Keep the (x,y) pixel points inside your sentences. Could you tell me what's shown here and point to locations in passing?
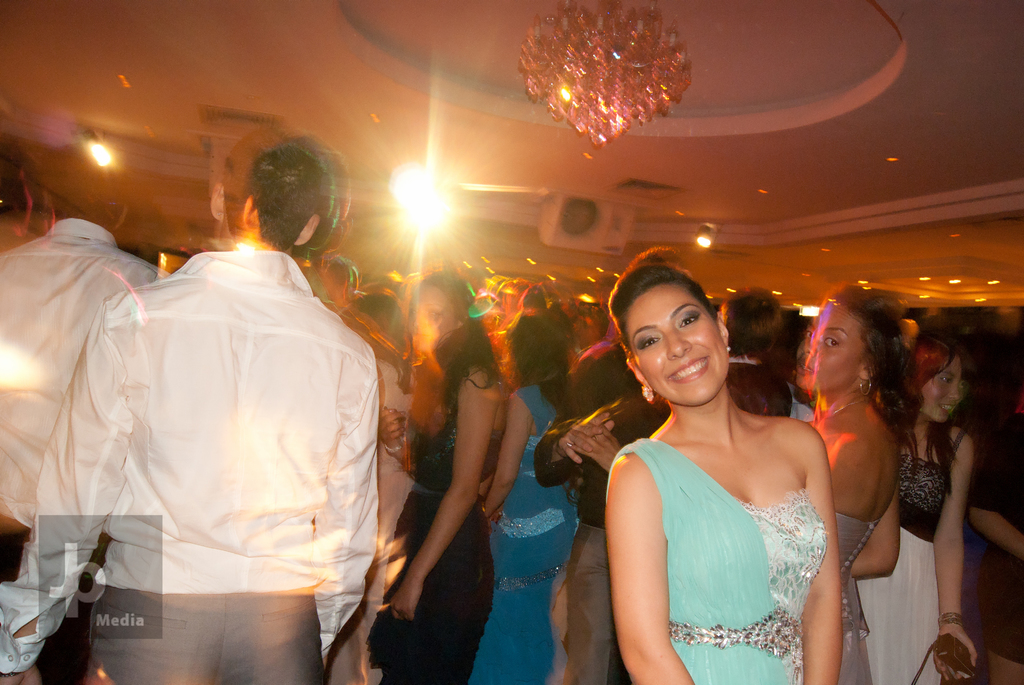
In this picture we can see many people (191,282) standing. There is a chandelier (677,46), a few lights (423,176) and a device (624,205) on top (430,196). A watermark (46,591) is visible.
